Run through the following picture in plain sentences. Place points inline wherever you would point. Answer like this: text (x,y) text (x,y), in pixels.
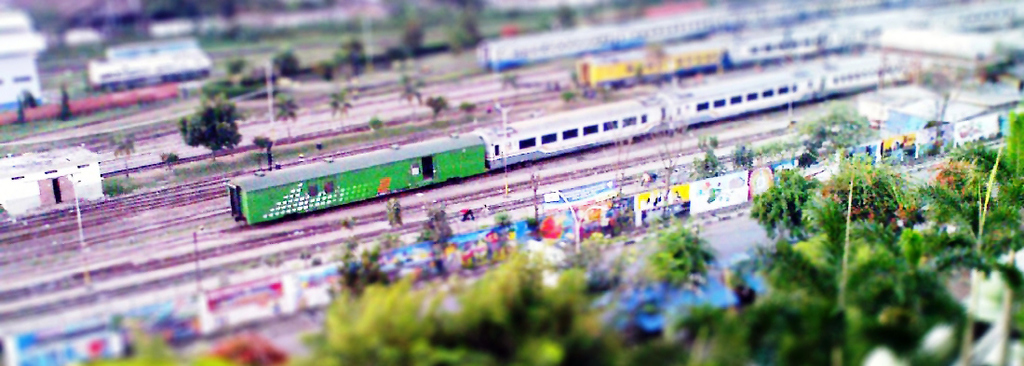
In this picture I can see the miniature set (481,103) where I can see number of trees (525,288) in front (905,329) and in the middle of this picture (574,161) I can see the tracks (349,93) on which there are 3 trains (584,60) and I see few more trees (122,156). In the background (184,68) I can see few buildings (19,72) and I see that it is blurred.
